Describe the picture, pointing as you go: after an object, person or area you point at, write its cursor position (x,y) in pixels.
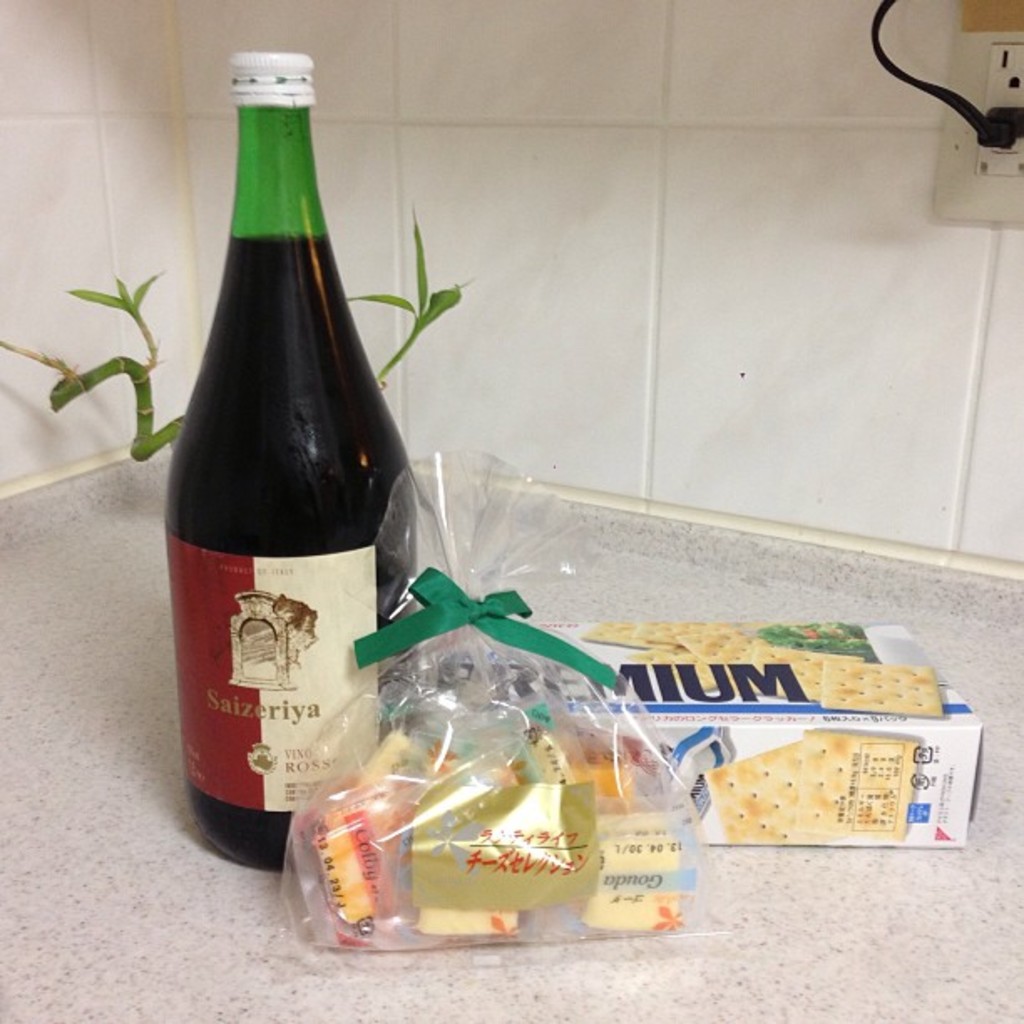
In the image we can see there is a wine bottle (264,121) and a cover (493,813) and there are food items (686,843) and a biscuit packet (799,718).
